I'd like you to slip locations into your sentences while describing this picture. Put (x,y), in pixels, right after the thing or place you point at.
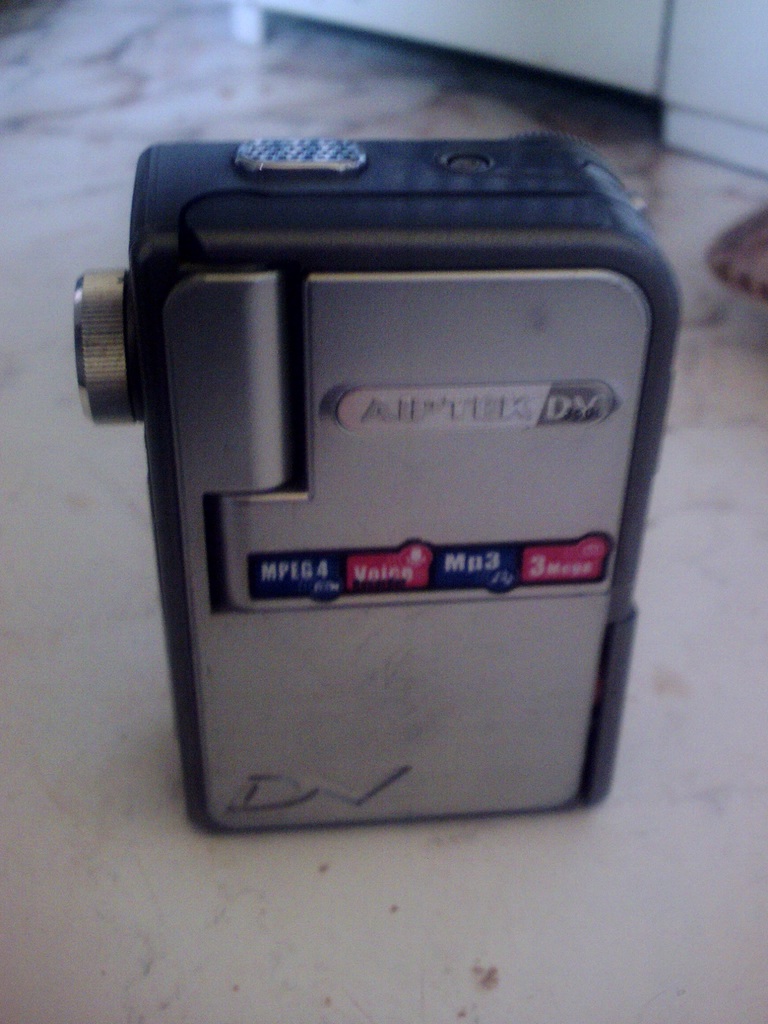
In this image we can see a gadget (371,327) which is in black and gray color and we can see some text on it and it looks like a video camera (527,532).
